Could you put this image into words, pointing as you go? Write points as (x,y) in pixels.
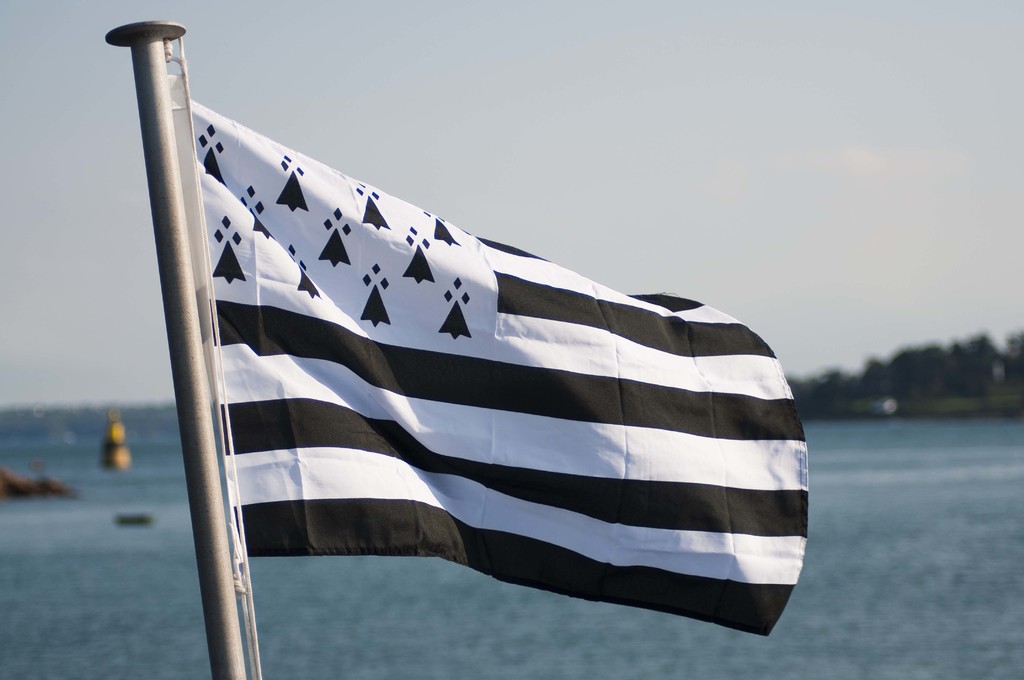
It is a flag (482,445) which is in black and white color and this is water (897,571). At the top (632,117) it's a sky (635,123).
